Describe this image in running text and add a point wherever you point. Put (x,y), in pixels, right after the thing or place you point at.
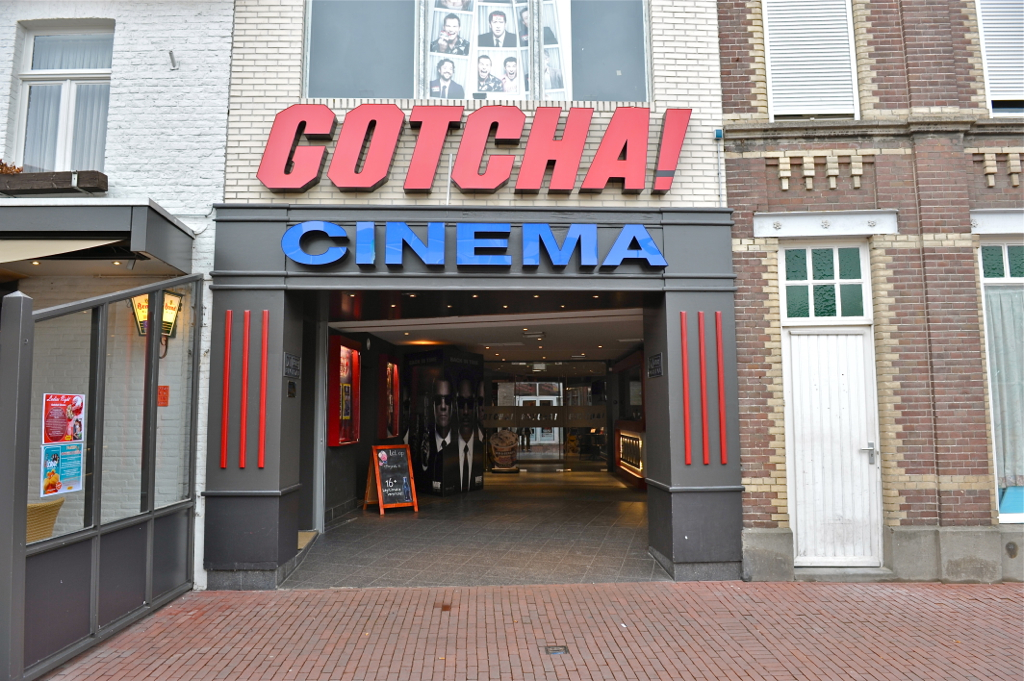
In this image I can see building (179,98), glass windows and door (838,444). I can see boards (374,468) and papers (57,414) are attached to the glass window (86,399).
